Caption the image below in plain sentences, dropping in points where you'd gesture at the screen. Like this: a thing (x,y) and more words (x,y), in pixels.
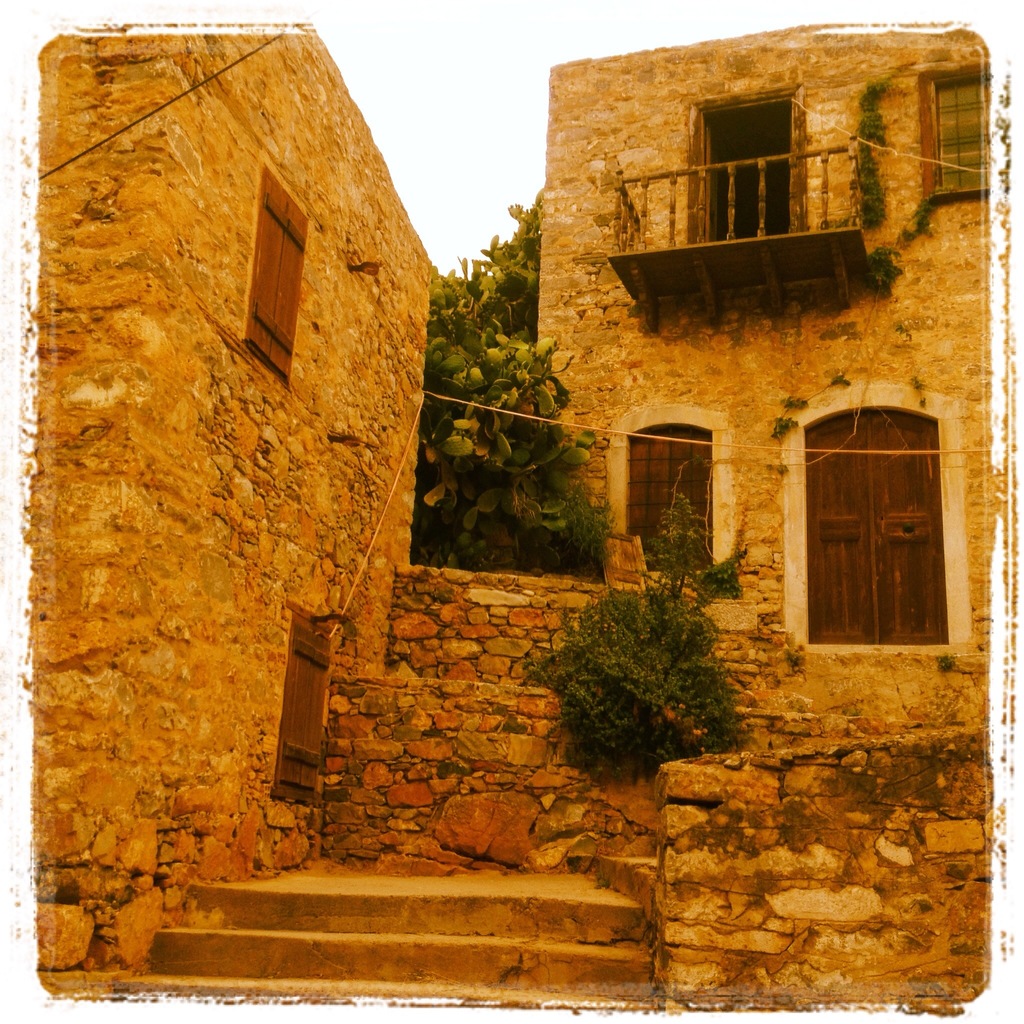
In this image there is a stone house (712,299) in the middle (663,507). On the right side (886,501) there is a door (869,529). In the middle (490,351) there are plants (449,392). At the top (468,135) there is the sky (455,107). At the bottom (425,947) there are steps (455,937).
